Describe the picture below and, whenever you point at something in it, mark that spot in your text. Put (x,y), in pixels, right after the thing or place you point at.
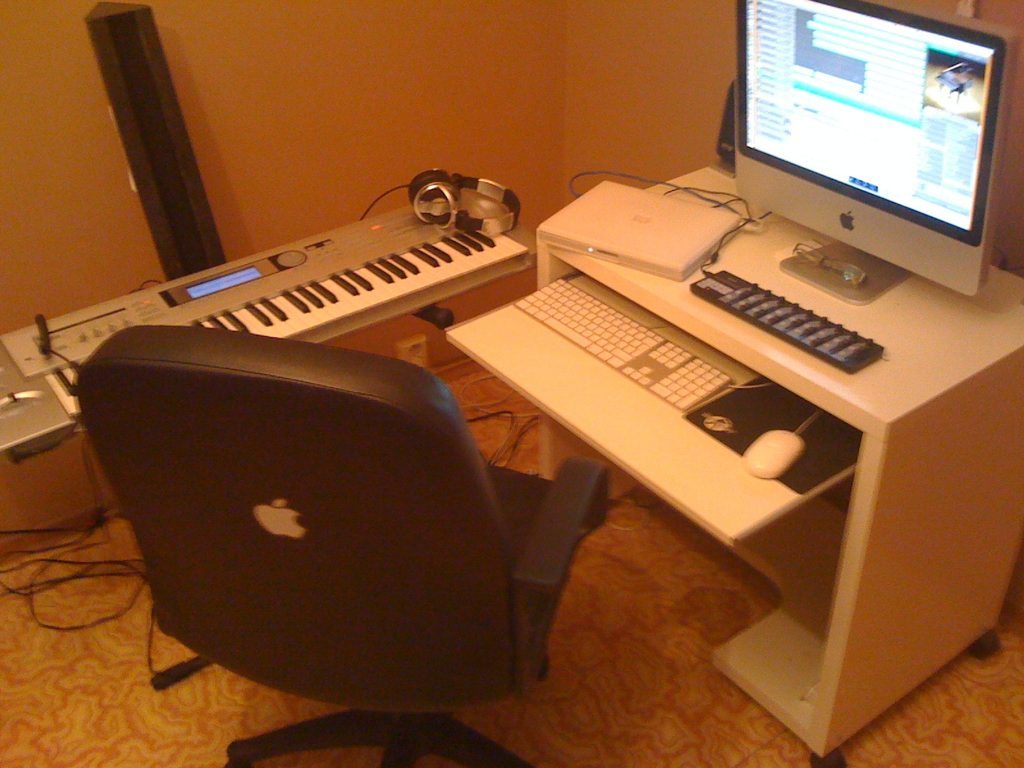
In this image I can see a system (788,202) and laptop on the table (860,411). In front of the table (824,294) there is a chair (363,593). In the background (371,281) there is a piano (331,267) and the head set (440,195).
